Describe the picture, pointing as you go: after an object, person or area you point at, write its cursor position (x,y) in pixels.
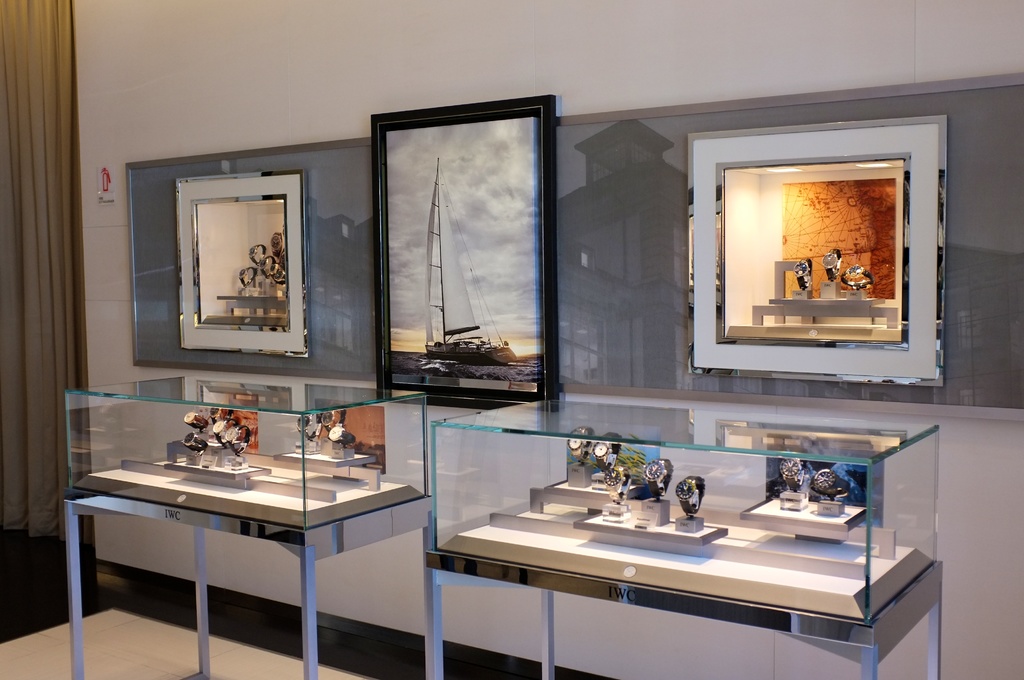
In this image, we can see display tables (350,513) in front of the wall (986,530) and contains some watches (694,497). There are photo frames (557,292) in the middle of the image (383,340). There is a curtain (60,290) on the left side of the image (53,351).
